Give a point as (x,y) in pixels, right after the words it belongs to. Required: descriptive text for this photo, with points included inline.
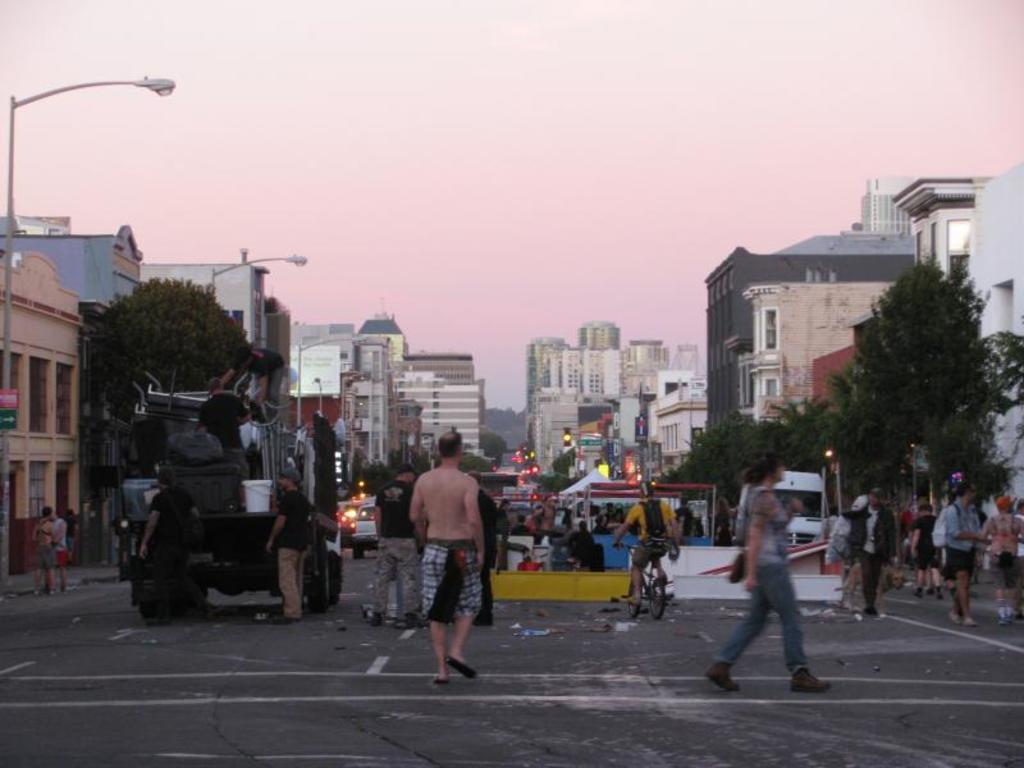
This picture consists of a road (675,693), on which I can see vehicles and persons (482,497) and persons (651,548) visible on bi-cycle (643,580) and there are few persons (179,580) visible on truck (241,472), on the right side (786,305) I can see buildings (796,312), trees (855,490), persons (1013,596), at the top there is the sky (768,187), on the left side (44,427) I can see buildings (55,417), street light poles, tree (165,370) and there is a tent (604,492) visible in the middle (595,512) under the tent (585,492) I can see persons (586,532).
